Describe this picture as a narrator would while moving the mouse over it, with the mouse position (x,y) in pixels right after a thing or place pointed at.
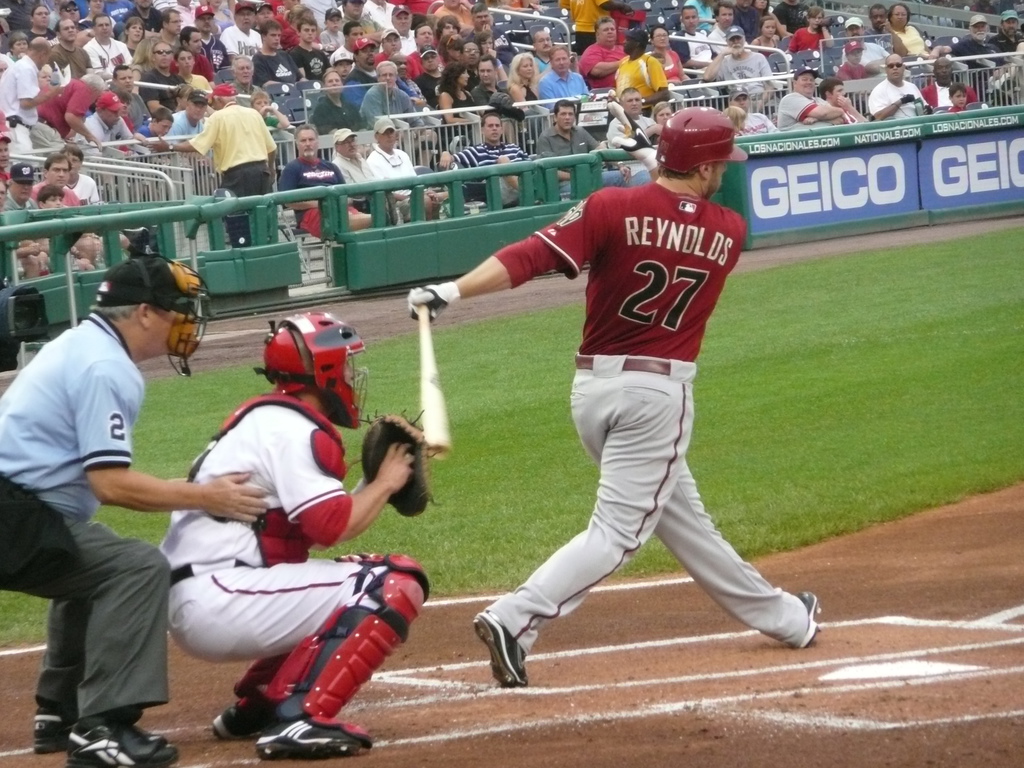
In this image on the ground (705,340) there are three players (651,355). They are playing baseball. The person (641,214) in the right (684,344) is holding a bat (431,355). Behind him two persons (281,445) are in squat position wearing helmets (269,339). There is boundary (335,241) around the ground (456,352). Many people (529,100) are sitting and watching the match. There are barricades (135,188) over here.
